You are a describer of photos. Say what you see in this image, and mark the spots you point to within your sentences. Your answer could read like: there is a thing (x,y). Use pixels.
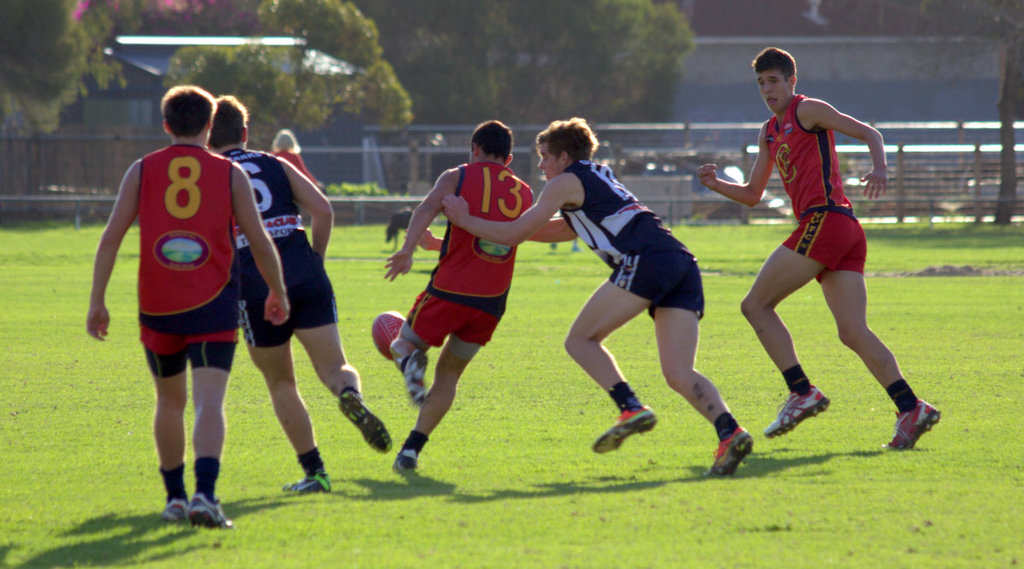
This picture is of outside which is a playground (937,480). On the right (800,110) there is a man (808,154) wearing red color t-shirt (807,178) and running. In the center (517,203) there are two persons (609,261) running and trying to kick the ball (389,331). On the left (241,161) there is a man (289,205) wearing blue color t-shirt (282,220) and running, beside him there is a man (195,206) wearing red color t-shirt (212,297) and seems to be walking. In the background (435,45) we can see the trees (596,27), some plants (367,184) and the ground (966,316) full of green grass (650,499).
